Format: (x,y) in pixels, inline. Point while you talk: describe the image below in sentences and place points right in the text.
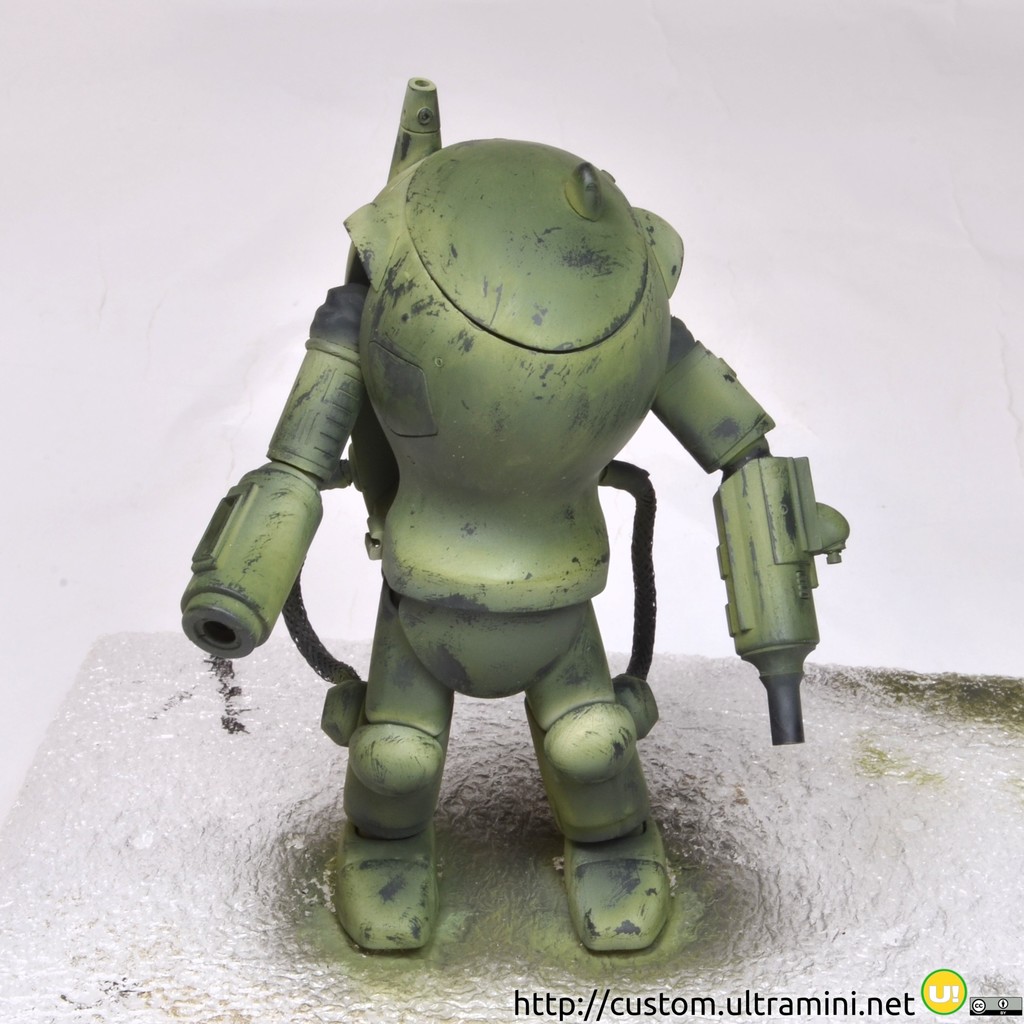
In this image there is a toy (299,553). There is some text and watermark (939,1004) at the bottom of the image (737,1004). In the background of the image (257,211) there is a wall (802,279).
